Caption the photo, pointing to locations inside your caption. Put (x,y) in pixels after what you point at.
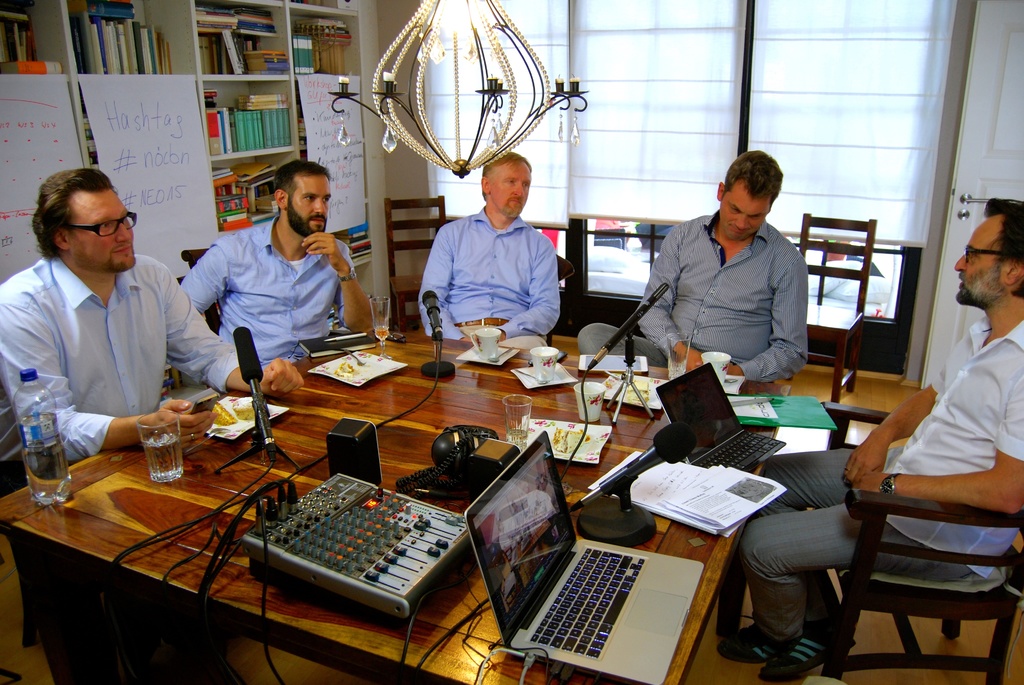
Five men (363,309) are sitting on the chairs (1012,561) around the table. There are books (268,197) behind on a shelf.
